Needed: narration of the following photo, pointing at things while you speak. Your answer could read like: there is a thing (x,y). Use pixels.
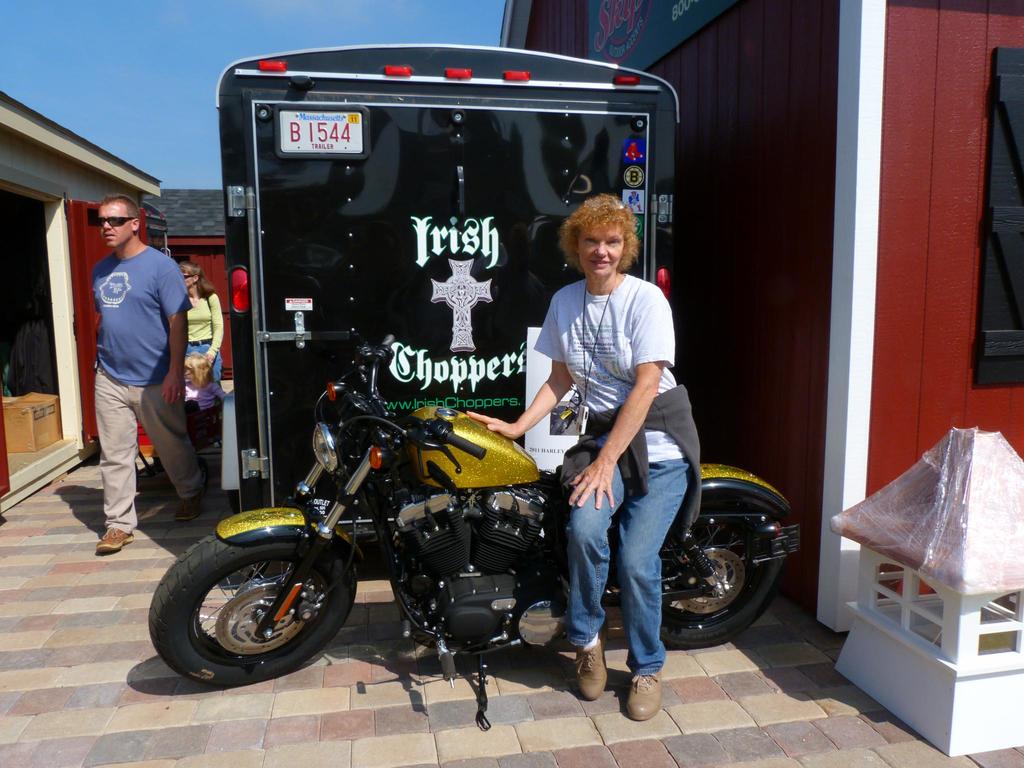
In the image in the center (436,480) there is a bike (318,584). On the bike (432,576), we can see one woman (593,319) is sitting and she is smiling, which we can see on her face (619,262). On the right bottom, we can see one white color object (944,624). On the left side of the image (143,319), there is a box (58,401) and few people (115,451) were walking and holding some objects (145,434). In the background (200,23) we can see the sky (179,102), buildings (26,111), wooden wall (772,63), roof (13,107), banner (629,60) and one black color vehicle (507,210).
